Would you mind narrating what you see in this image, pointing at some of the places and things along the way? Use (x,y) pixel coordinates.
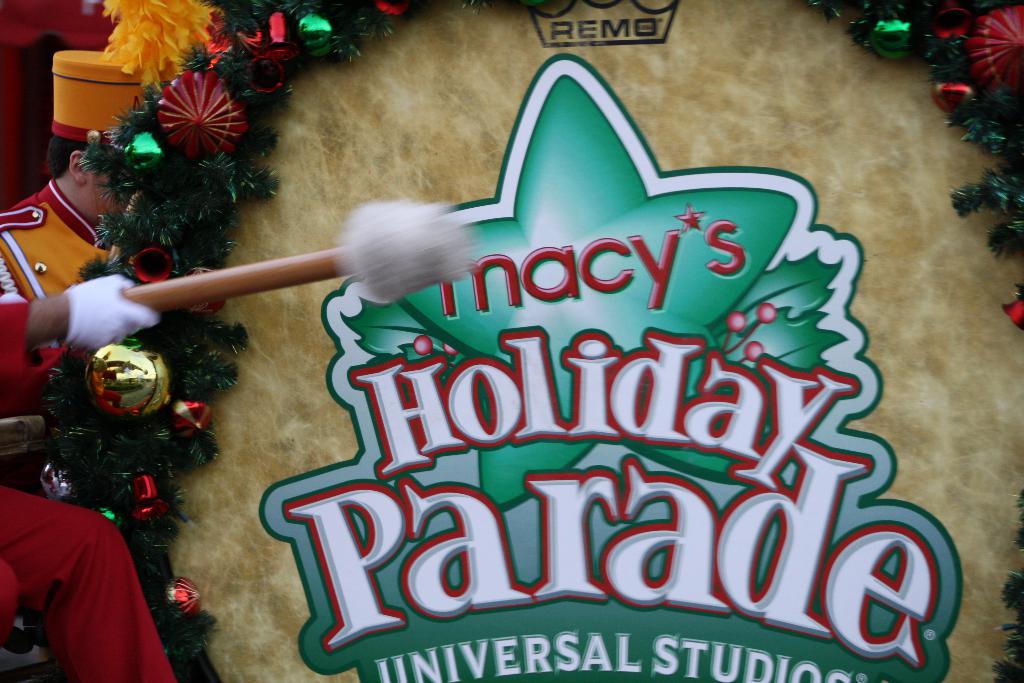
This picture describes about few people (29,532), in the left side of the given image we can see a person (56,349) is holding stick (159,305), in front of the person (87,182) we can find few decorative items (174,353).
